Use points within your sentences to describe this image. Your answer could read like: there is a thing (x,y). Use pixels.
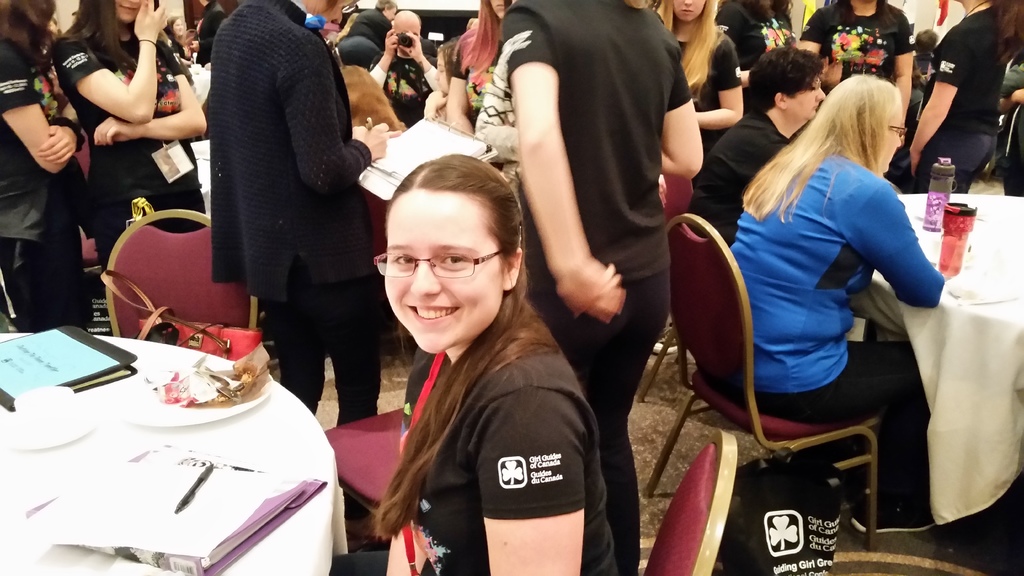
here in this picture we can see woman (461,320) sitting on the chair (690,510) in front of a table (309,525) with a paper (187,517) pen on the table (51,471), we can also see some of the items (151,412) on the table (180,435), we can see group of people (1000,31) behind her standing and some are sitting, we can see water bottles (934,187) on the table (1018,307).
